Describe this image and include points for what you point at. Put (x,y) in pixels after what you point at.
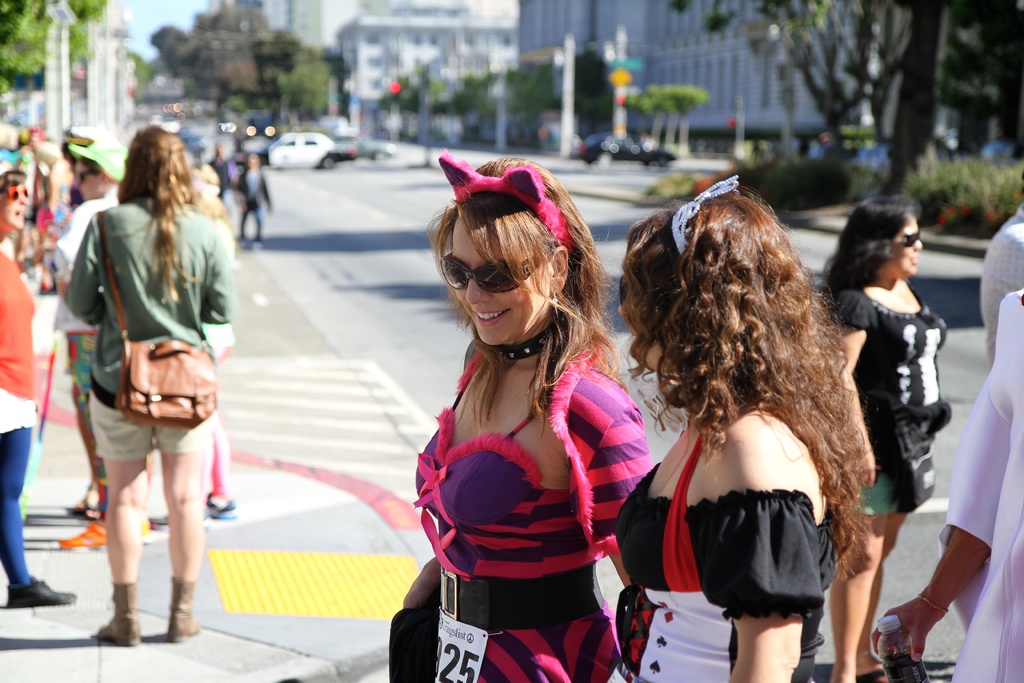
In this image I can see a road (327,189) and on it I can see number of people (169,194) are standing. I can also see few of them are wearing shades (11,188) and on the right side (936,592) I can see one of them is holding a bottle (882,647). In the background (946,12) I can see number of trees (966,6), number of poles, a signal light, number of buildings (386,82), the sky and number of cars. I can also see this image is little bit blurry.
